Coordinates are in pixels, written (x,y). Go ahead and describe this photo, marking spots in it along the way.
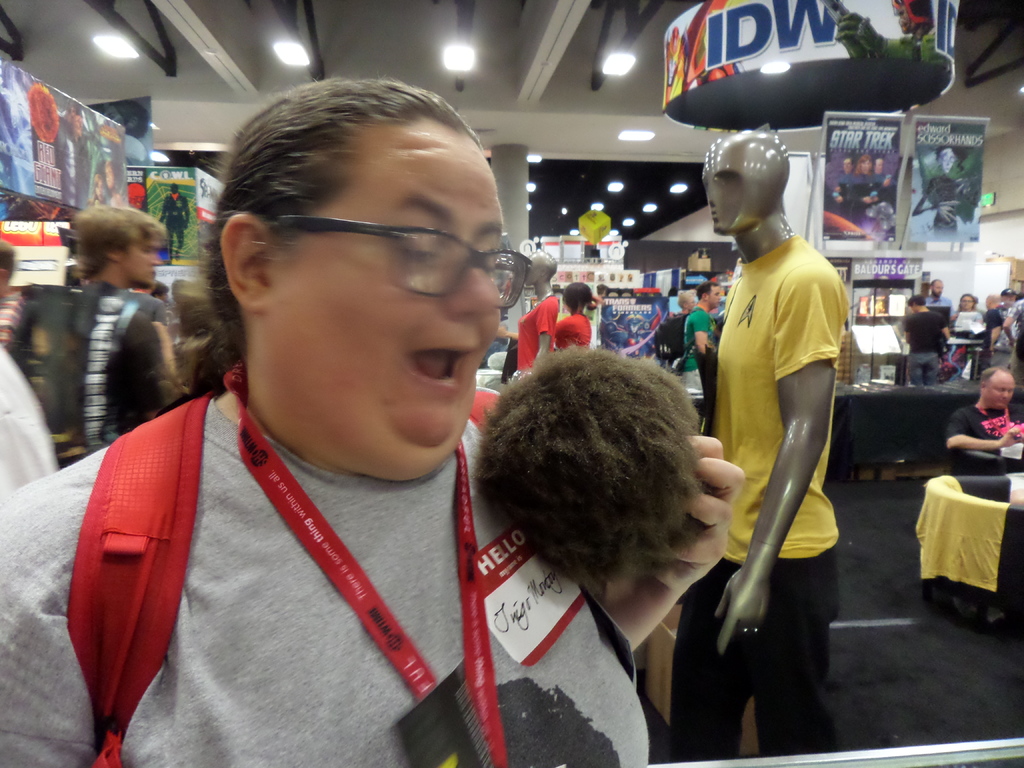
This picture shows an inner view of a store (602,293). we see few people (2,273) standing and see couple of mannequins (755,389) with clothes (768,638) and we see a man (1001,435) seated and we see few advertisement hoardings (856,156) and lights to the ceiling (485,102) and we see a woman (409,285) wore spectacles (340,220) and a backpack (116,552) on the back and a id card (413,757) and we see few posts (188,208).
